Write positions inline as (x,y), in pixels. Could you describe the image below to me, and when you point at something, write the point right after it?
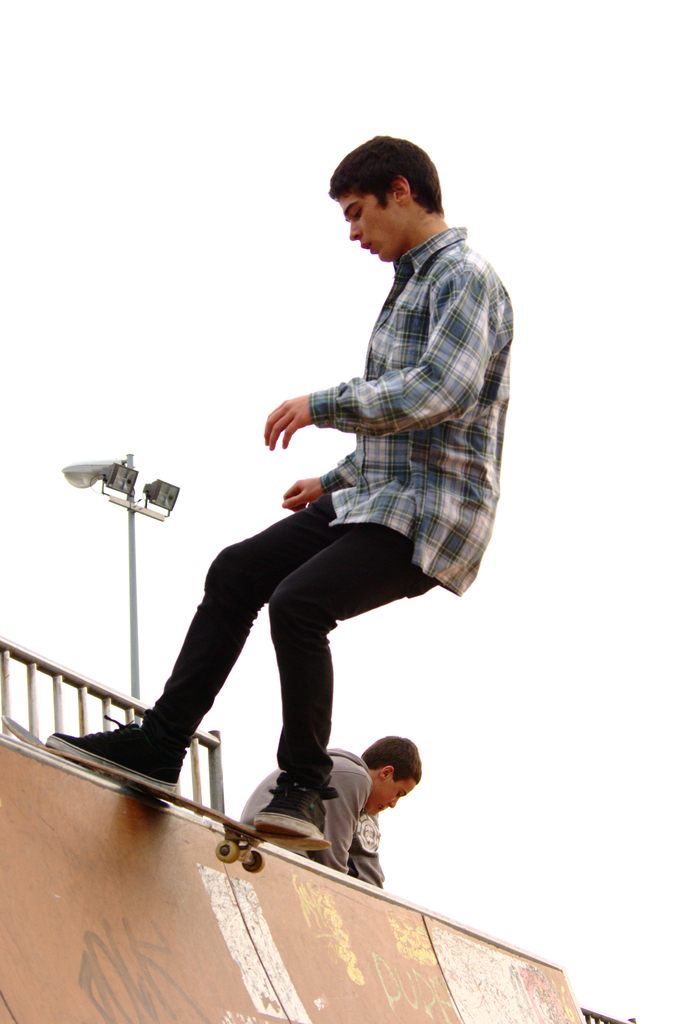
In the middle of the image (438,538) a man (284,754) is doing skating. Behind him a person (390,778) is sitting and there is a fencing (8,688). At the left of the image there is a pole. Behind the pole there is sky (199,32).
